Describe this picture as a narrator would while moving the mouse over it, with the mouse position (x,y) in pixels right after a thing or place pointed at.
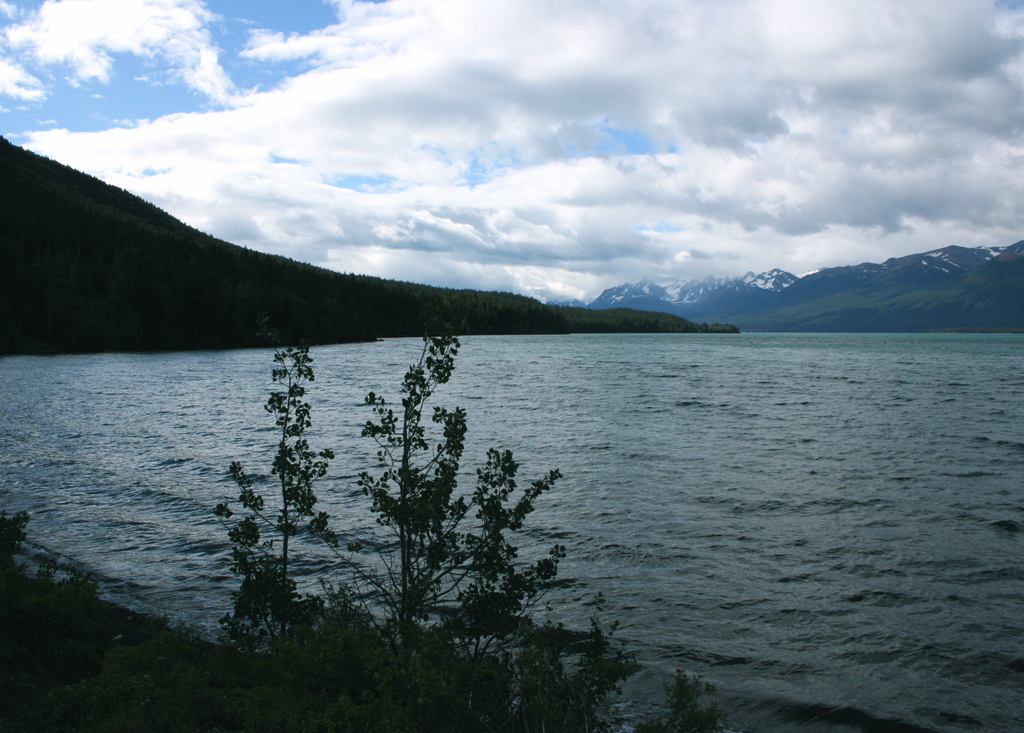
In this image we can see water (575,533) and in front of the water (384,565) we can see few plants (420,601). Behind the water (561,418) we can see mountains (705,290). At the top (470,220) we can see the cloudy sky (492,156).
